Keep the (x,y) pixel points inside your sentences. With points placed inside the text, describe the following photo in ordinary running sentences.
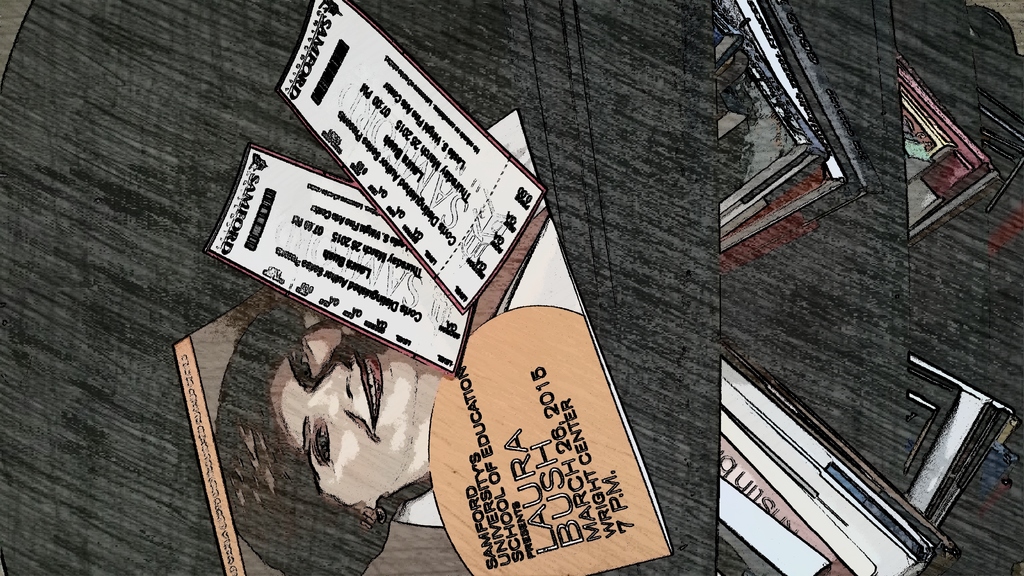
In this image there are tickets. In the image, we can see a program (268,466) with a woman (306,456) and some tickets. In the background (98,330), we can also see gray color.
